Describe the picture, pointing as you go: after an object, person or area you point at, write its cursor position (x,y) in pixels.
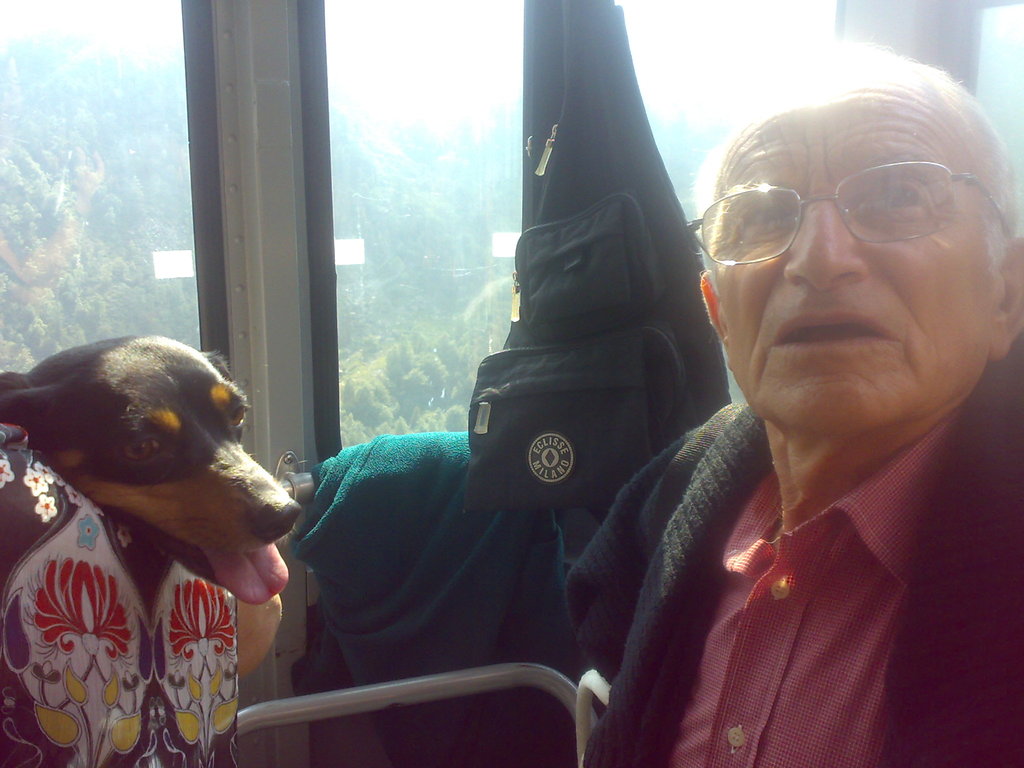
In this image I see a man (1018,758) who is wearing spectacles (736,204) and I can also see a dog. In the background (55,278) I see the bag (473,454) and number of trees (399,362).
